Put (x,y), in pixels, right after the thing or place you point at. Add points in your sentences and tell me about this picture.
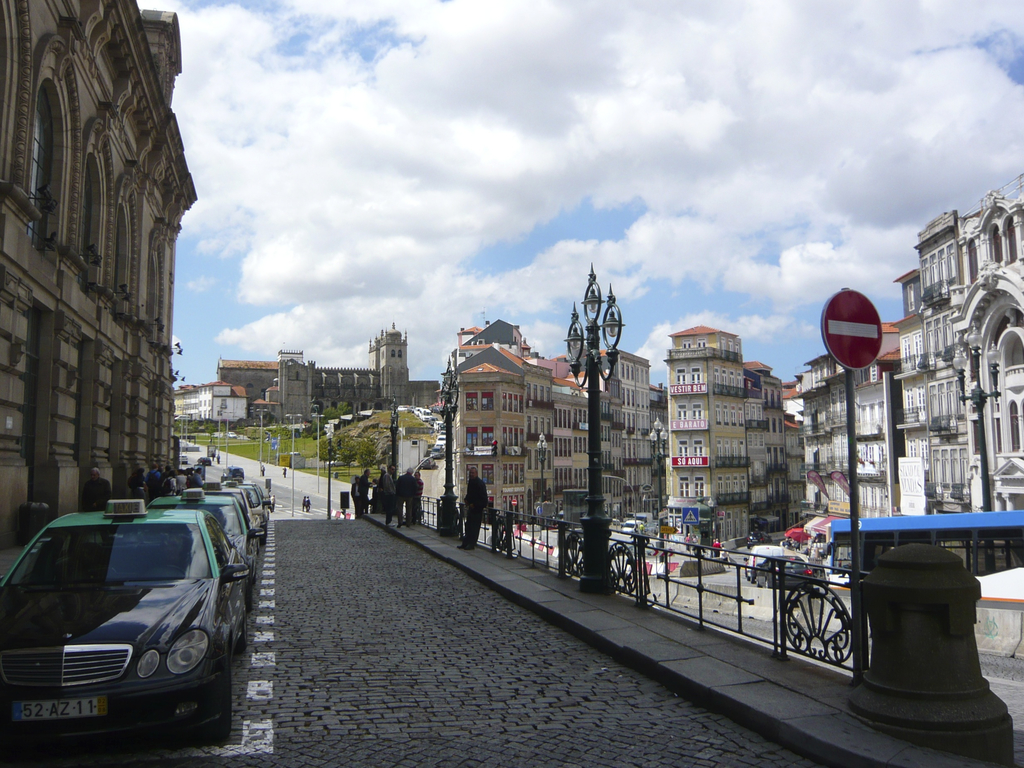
In the image there is a road (512,707) in the middle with many vehicles (190,543) and people (187,474) walking on it with buildings (14,463) on either side and above its sky (568,174) with clouds (362,143).
